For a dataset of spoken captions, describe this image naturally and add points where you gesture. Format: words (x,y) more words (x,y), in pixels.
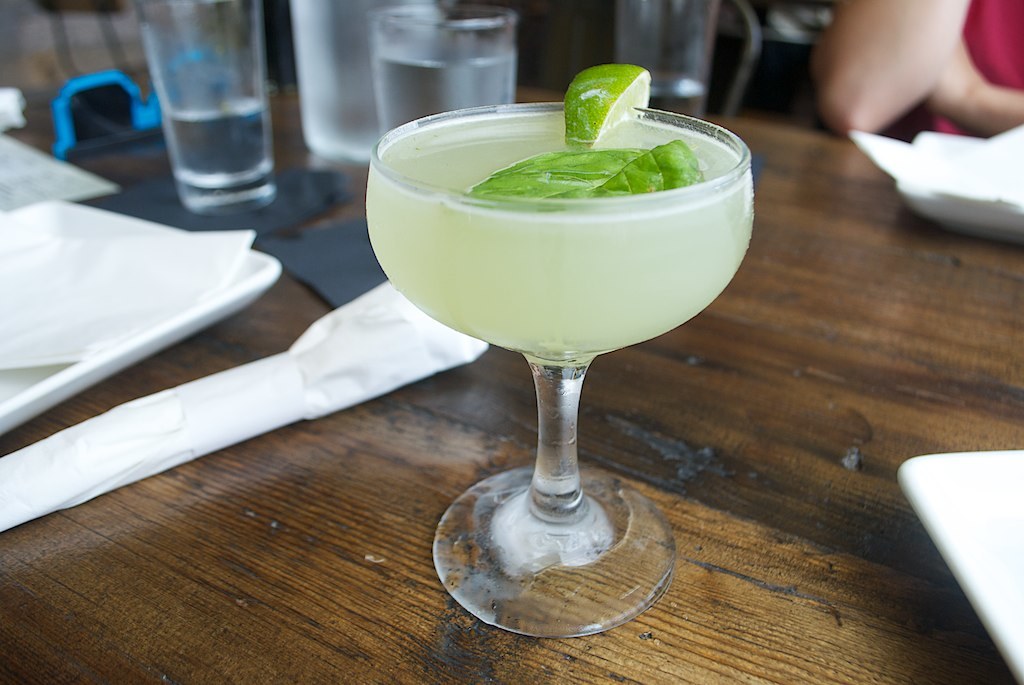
In this picture we can see the lime cocktail glass (545,238) placed on the wooden table top (821,565). Beside there are some water glasses (307,112) and white tray (134,353).
